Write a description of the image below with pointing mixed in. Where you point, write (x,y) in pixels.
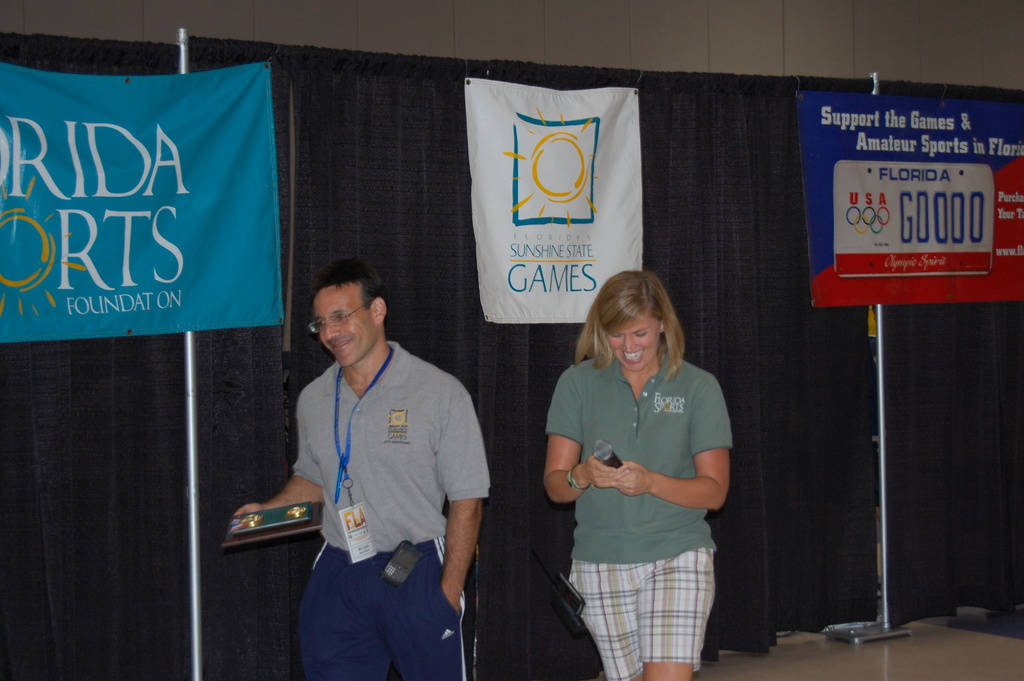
At the bottom of the image (332,589) two persons (364,310) are standing and smiling and holding something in their hands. Behind them there is a cloth (64,43), on the cloth (365,54) there are some banners (994,269).
